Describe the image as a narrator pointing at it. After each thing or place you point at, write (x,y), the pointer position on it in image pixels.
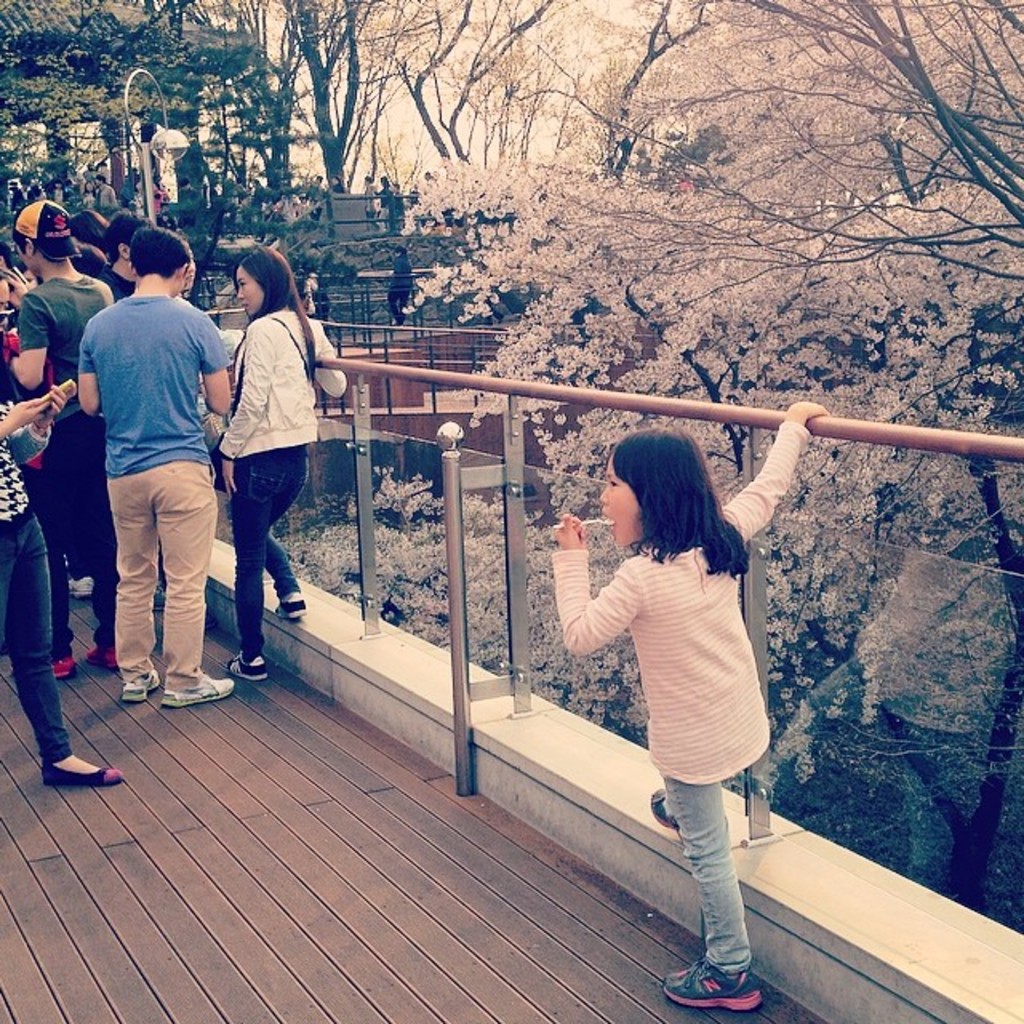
At the bottom of the image (334,796) there is a floor (427,807) with few people (51,314) are standing. There is a girl (763,469) standing and holding a railing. In the background (179,119) there are trees (690,143) and also there are many people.
